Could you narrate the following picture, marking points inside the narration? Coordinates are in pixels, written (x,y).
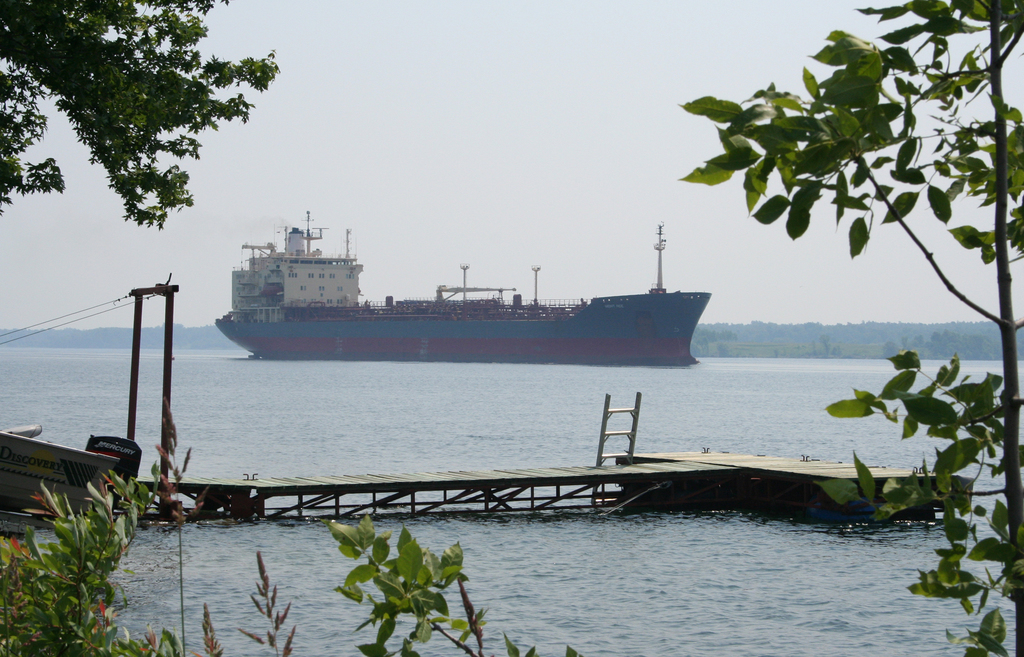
In the foreground of the image (578,521) we can see some water body (842,591), a wooden platform (625,491), trees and a ladder (612,433). In the middle of the image (549,414) we can see some water body (335,379) and a big ship (406,328). On the top of the image (560,111) we can see the sky (494,230).
